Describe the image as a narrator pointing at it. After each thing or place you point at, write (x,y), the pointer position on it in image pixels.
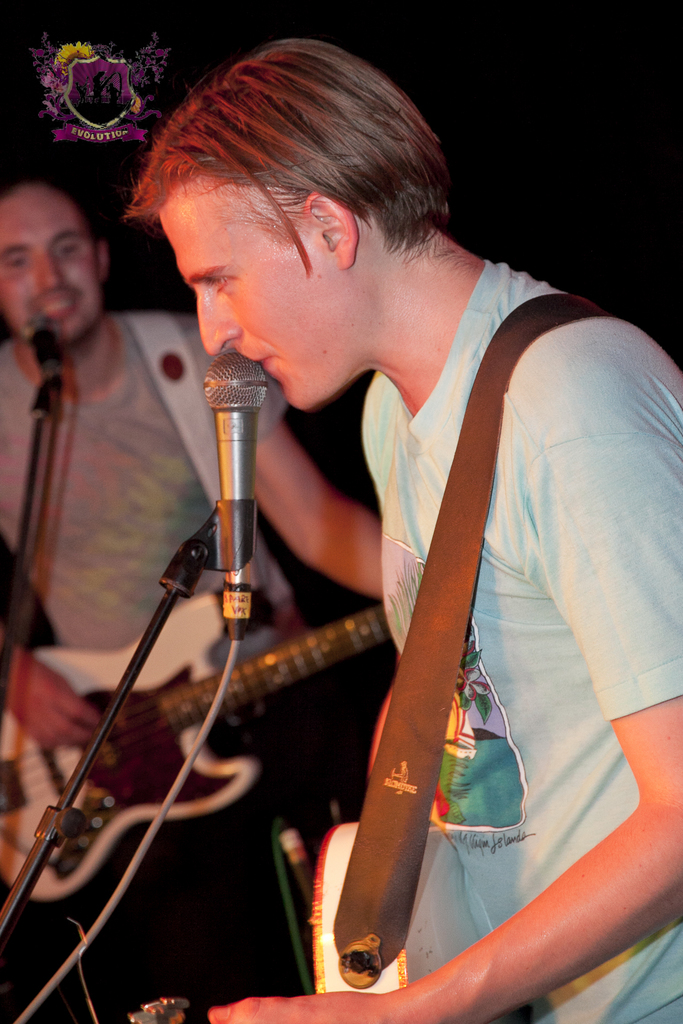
In the picture we can see a man (287,351) holding a guitar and singing a song in the microphone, next to the man (562,403) we can see another man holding a guitar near the microphone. The two men (533,664) are wearing a T-shirts (559,662).
